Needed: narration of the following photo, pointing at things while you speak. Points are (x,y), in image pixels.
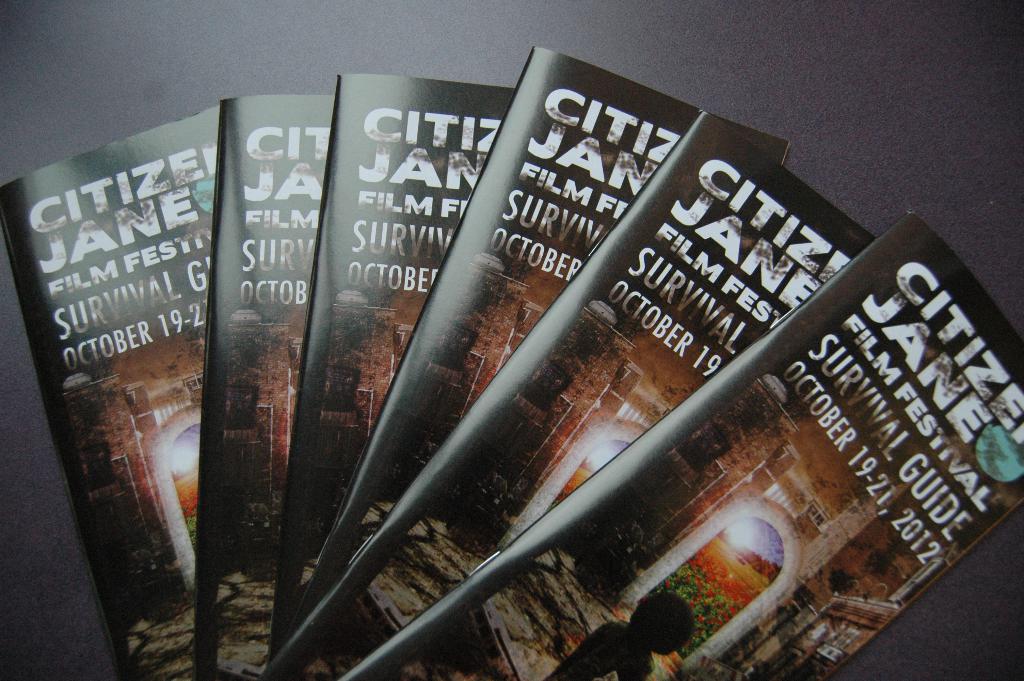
In this picture I can see six books (502,333) on an object (38,106).
